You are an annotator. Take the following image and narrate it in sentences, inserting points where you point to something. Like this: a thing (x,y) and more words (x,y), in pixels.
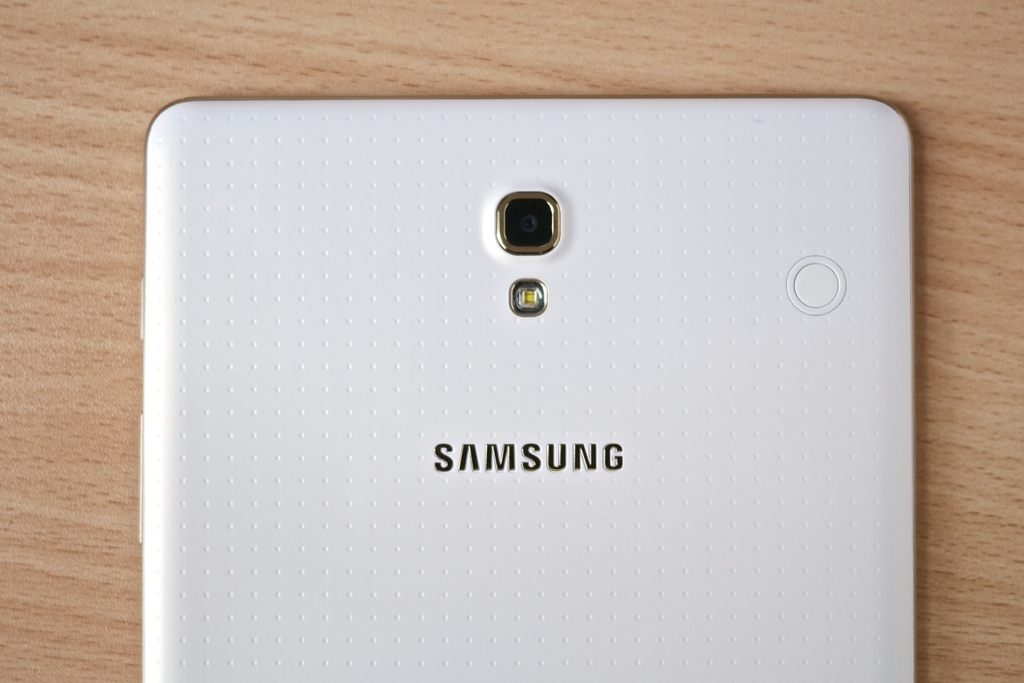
In this image there is an electronic gadget (544,370) towards the bottom of the image (571,528), there is text (476,459) on the electronic gadget (531,463), at the background of the image (122,515) there is a wooden object (961,451) that looks like a table (975,243).
